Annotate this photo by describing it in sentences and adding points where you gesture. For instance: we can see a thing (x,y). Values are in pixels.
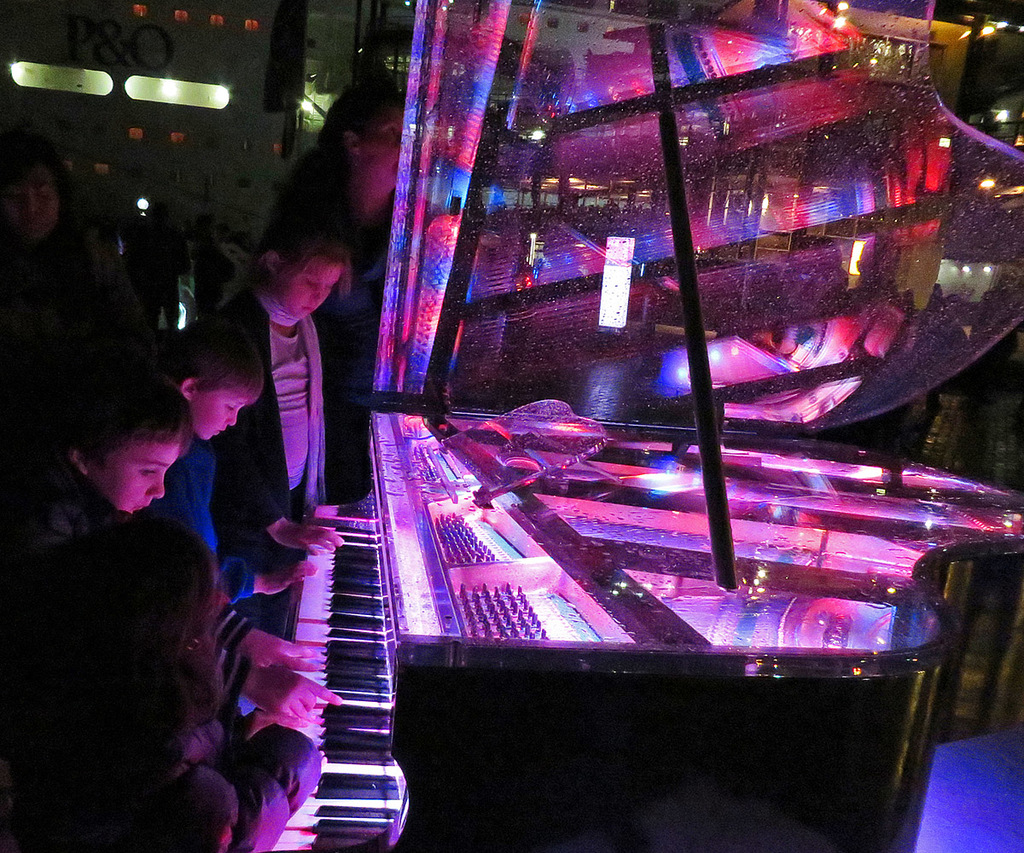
In this image I can see four persons (224,392) are playing a musical instrument (390,653) on the floor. In the background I can see a wall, lights (603,286), crowd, and so on. This image is taken may be during night.
